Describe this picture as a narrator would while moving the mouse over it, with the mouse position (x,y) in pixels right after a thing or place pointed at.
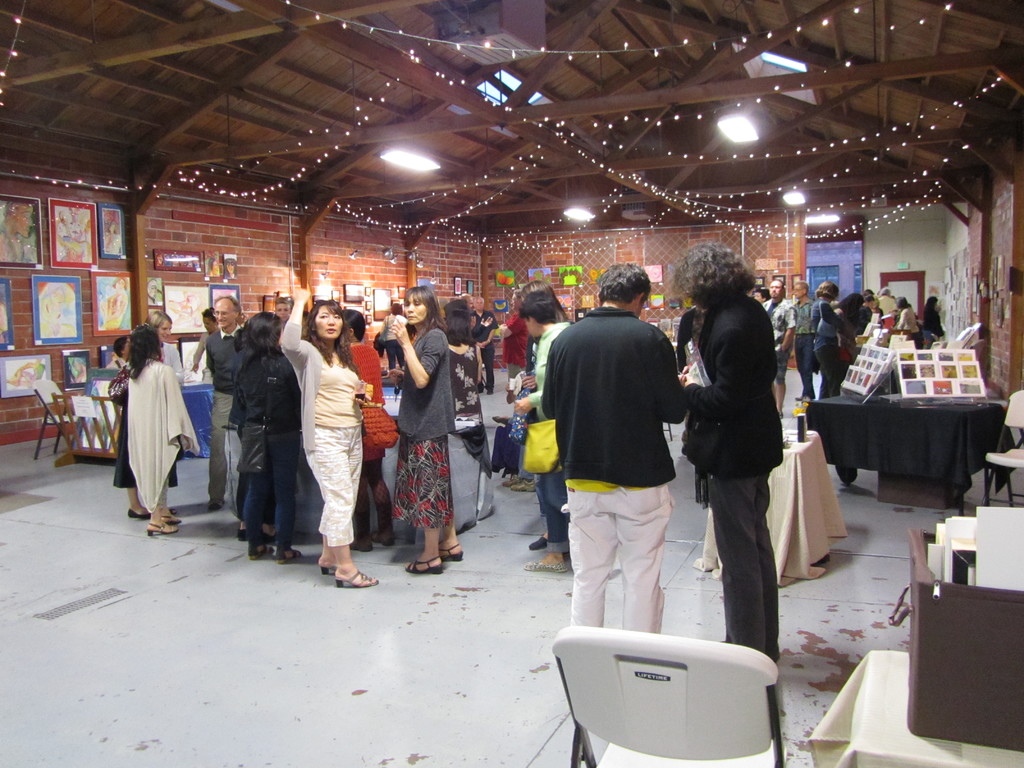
In this image there are a few people (345,451) standing and sitting in chairs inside a hall (99,686), around them there are a few objects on the tables (386,461) and there are empty chairs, the room (439,116) is decorated with lights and there are some photo frames (109,334) on the walls (425,244).
